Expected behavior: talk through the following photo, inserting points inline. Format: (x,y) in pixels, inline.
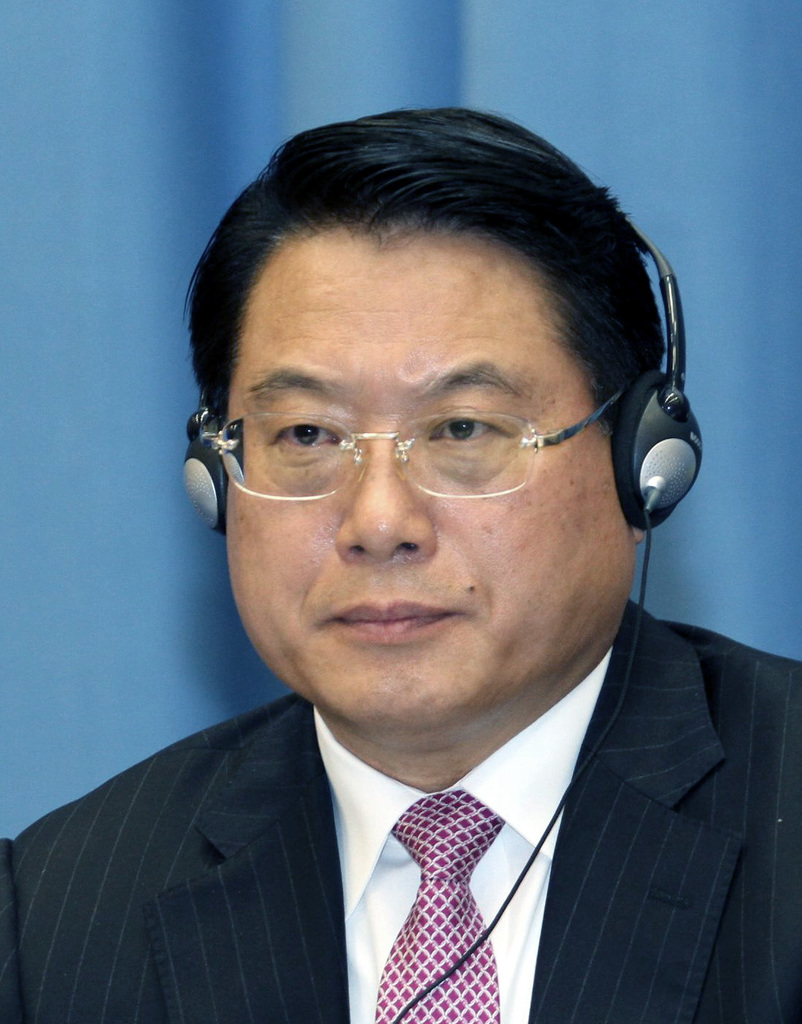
In the center of the image (276,663) there is a person (17,957) wearing a headphone (675,416).
